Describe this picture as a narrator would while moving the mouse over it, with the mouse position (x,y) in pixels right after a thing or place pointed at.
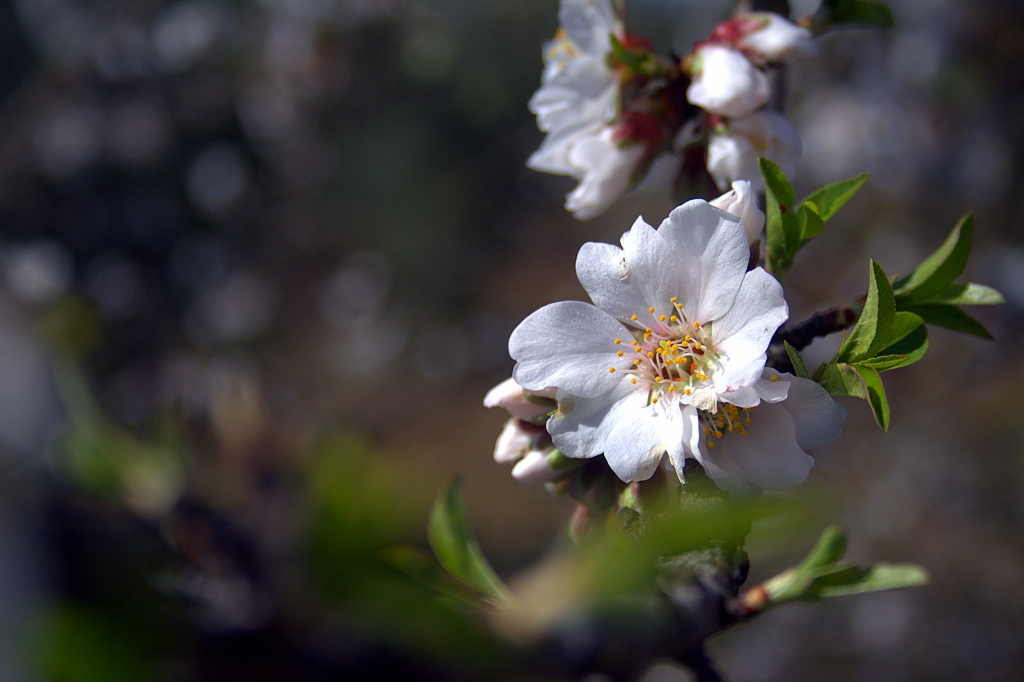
In this image there is a tree (625,566) truncated, there are flowers (630,187) on the tree (680,106), the background of the image (405,225) is blurred.
